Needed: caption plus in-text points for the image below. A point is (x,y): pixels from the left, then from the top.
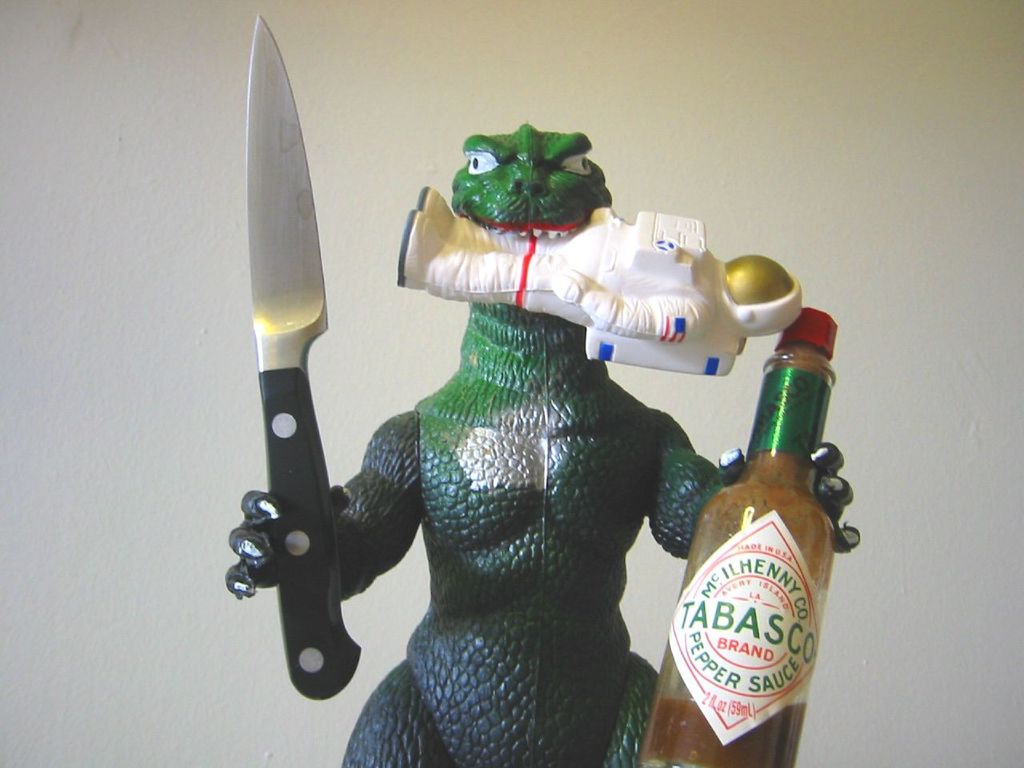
In this image there is a dragon toy (485,381) which is holding knife (280,409) on right hand (262,557) and bottle (813,502) on left hand (840,537).
